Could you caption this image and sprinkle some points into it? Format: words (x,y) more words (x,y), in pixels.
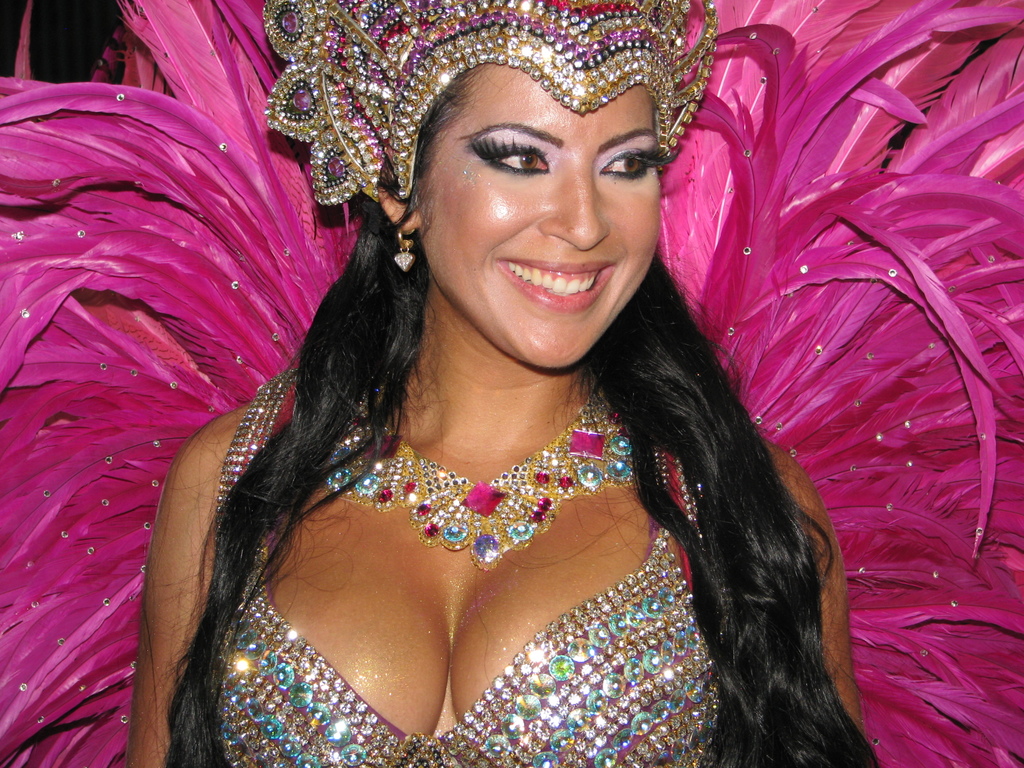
In this image I can see a woman (423,336) is wearing a costume (25,372) and smiling by looking at the right side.
